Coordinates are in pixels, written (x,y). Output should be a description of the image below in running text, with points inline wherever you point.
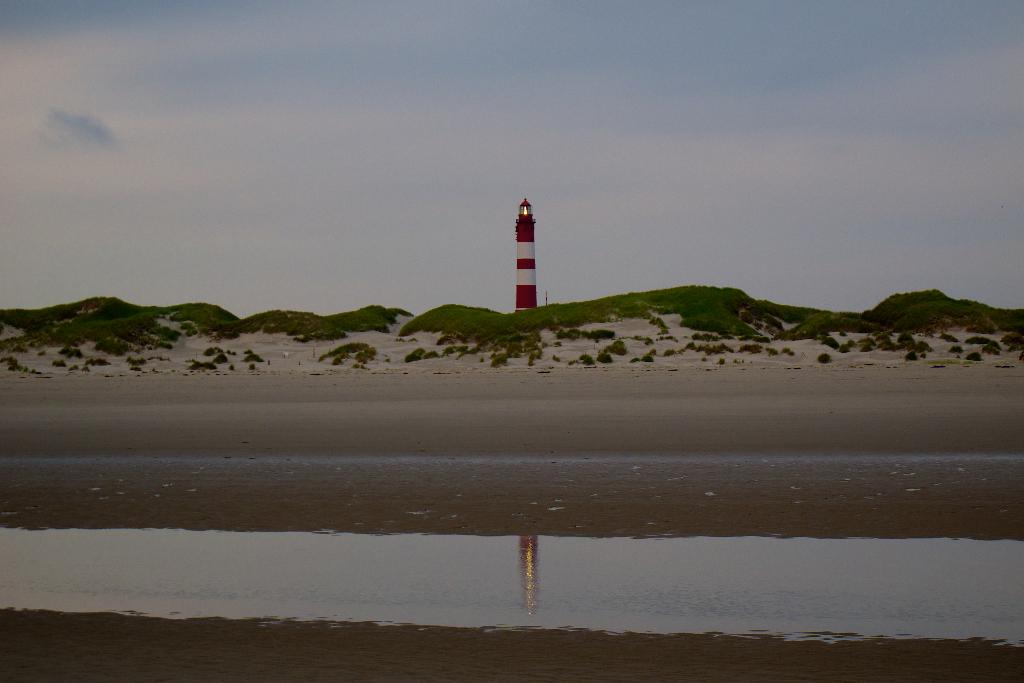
This picture shows a light house (519,226) and we see grass (62,313) on the ground (533,525) and water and a cloudy sky (565,221).
